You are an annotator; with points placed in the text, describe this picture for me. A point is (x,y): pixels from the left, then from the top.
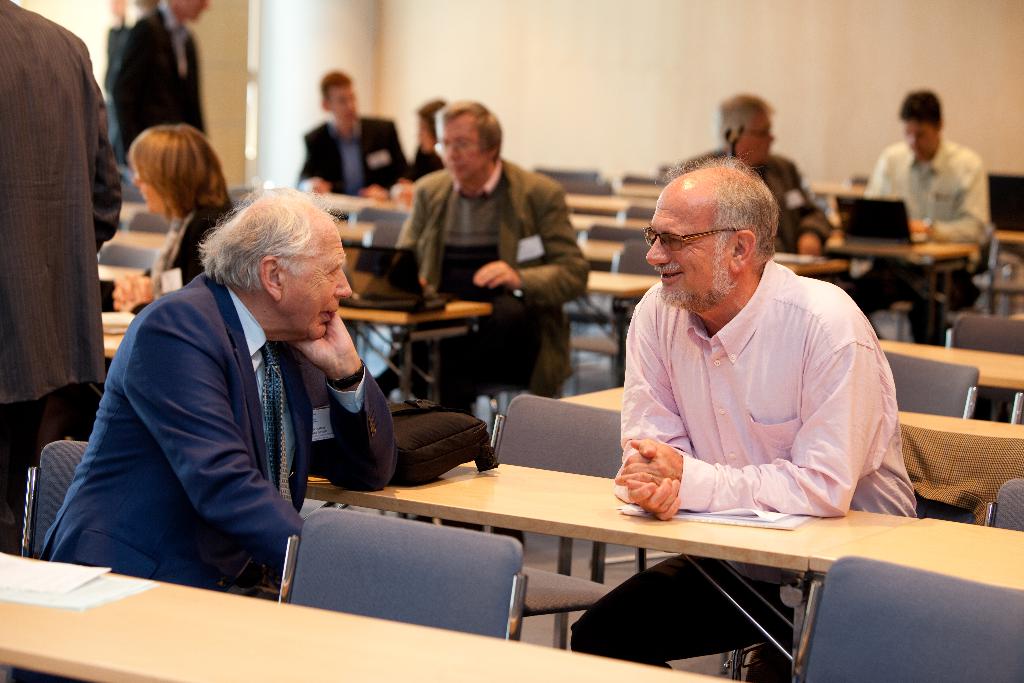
In this image I can see number of people (437,125) are sitting on chairs (1013,493). I can also see smile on his face (695,271) and he is wearing a specs (714,232). I can also see number of benches (474,479) and on this bench (104,618) I can see few papers (59,596).
